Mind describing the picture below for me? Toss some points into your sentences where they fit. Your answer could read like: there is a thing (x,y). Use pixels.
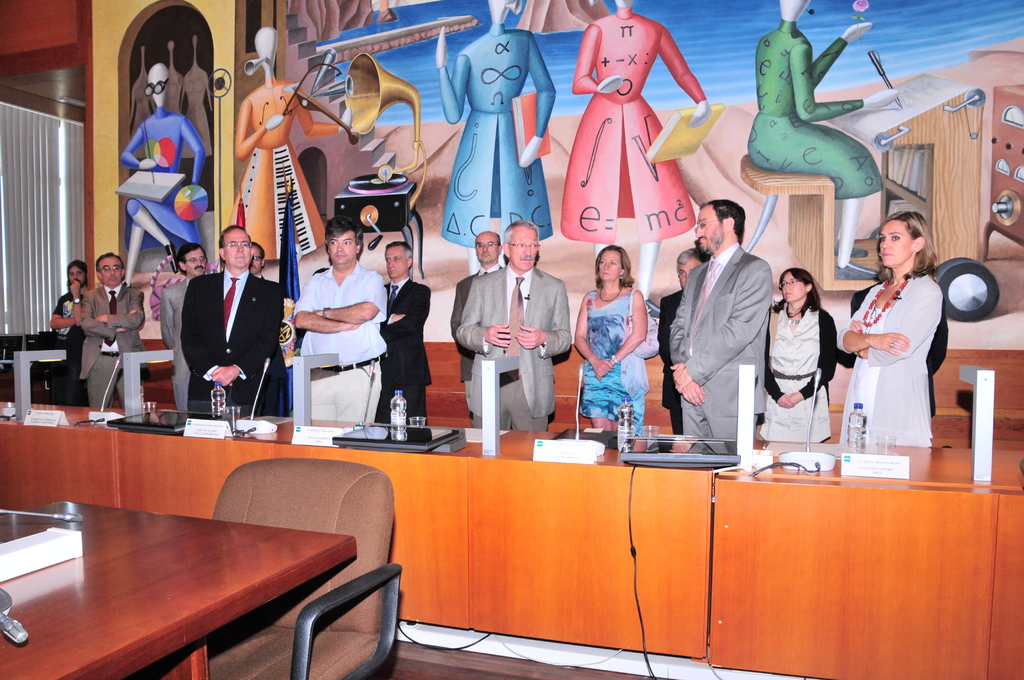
In this picture we can see group of people (712,216) standing and in middle (515,369) person (505,262) is talking and in front of them there is table (413,542) and on table (559,477) we can see bottle (630,422), name board (541,457), laptops (455,433), glass (413,427), mic (246,420) and here it is chair (280,523) and in background (95,126) we can see wall (755,36) with paintings (319,83).
